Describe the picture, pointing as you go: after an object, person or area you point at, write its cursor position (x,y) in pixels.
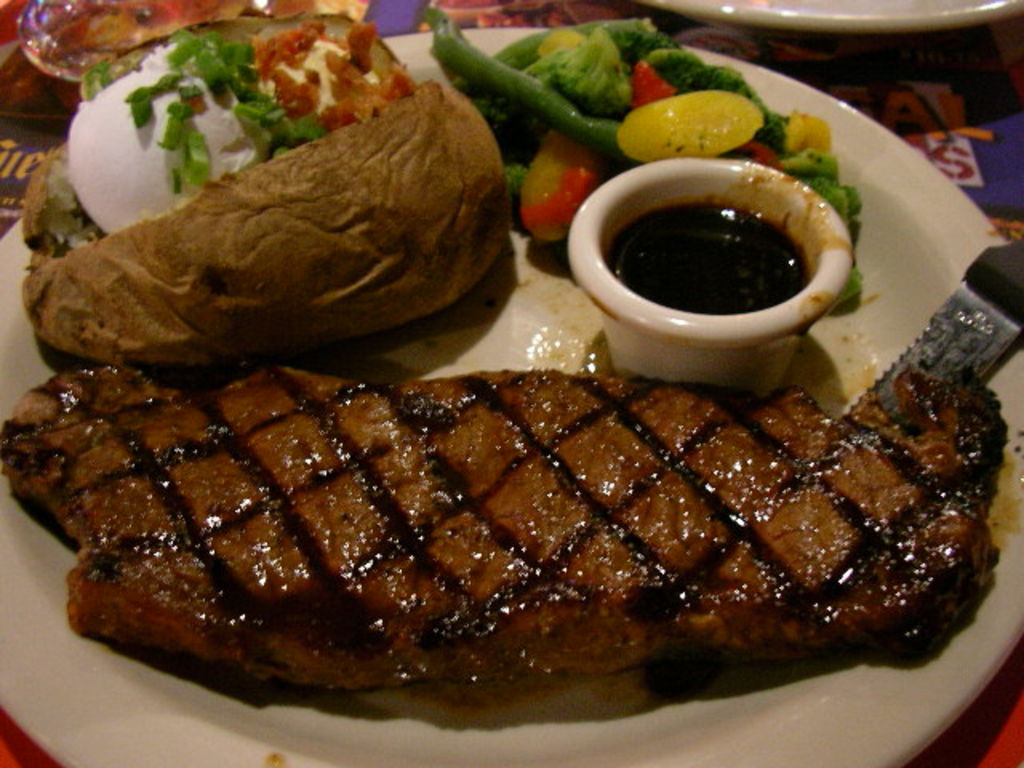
In this picture, we can see a table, on that table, we can see a plate (361,706). In the plate (182,751), we can see some food items (84,242) and a cup (773,356) with some liquid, knife (946,318), vegetables (782,127). On the right side of the table (962,102), we can also see another edge (846,12) of the plate (874,13).
